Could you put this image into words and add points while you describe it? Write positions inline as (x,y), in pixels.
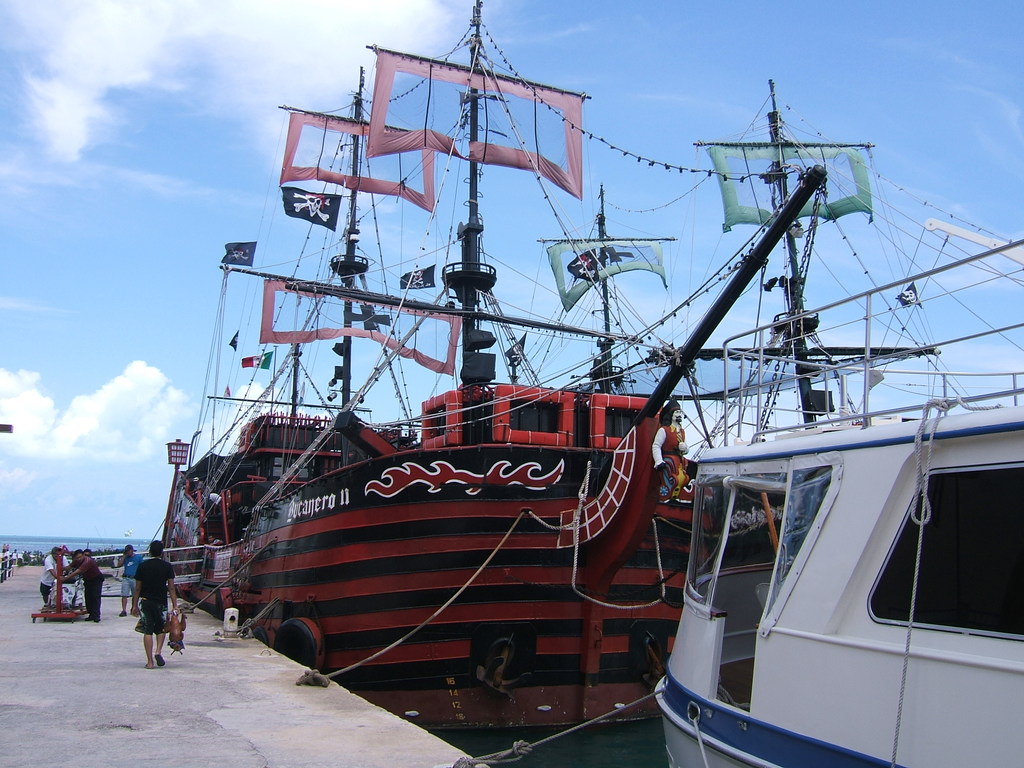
On the right side of the image (908,558) there are ships (582,510). On the left side of the image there are people (159,561) standing on the pavement (193,706). In the background of the image (13,540) there is water (41,550) and there is sky (108,352).
